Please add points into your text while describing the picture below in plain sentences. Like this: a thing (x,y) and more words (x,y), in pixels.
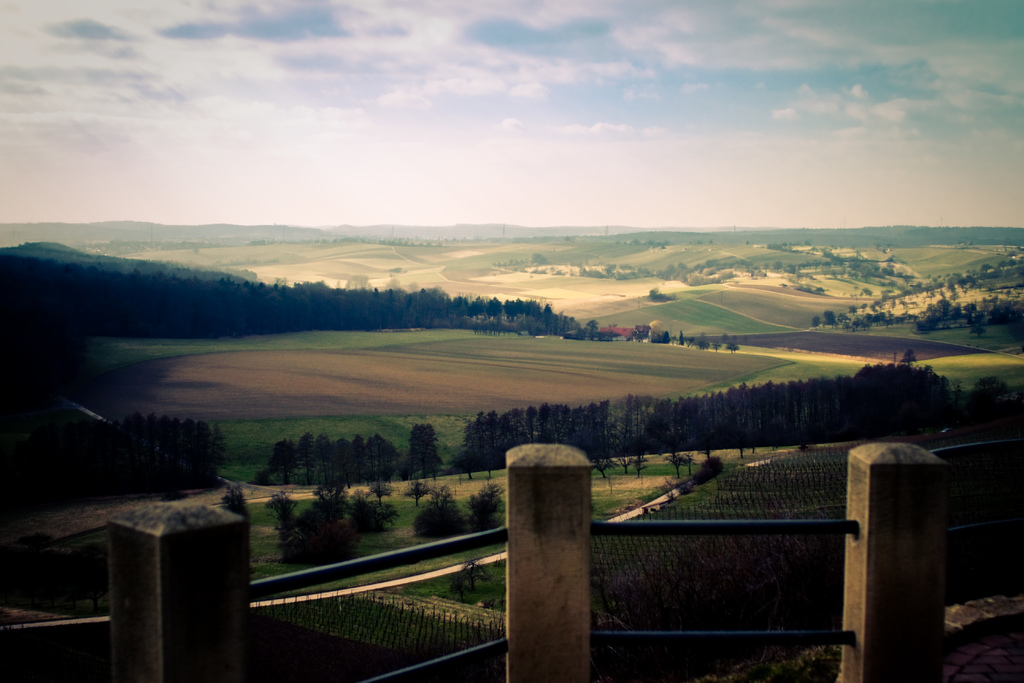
There are three poles (209,575) with rods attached to that. In the background (356,490) there are trees (121,291), meadows (602,381) and sky (541,116).
